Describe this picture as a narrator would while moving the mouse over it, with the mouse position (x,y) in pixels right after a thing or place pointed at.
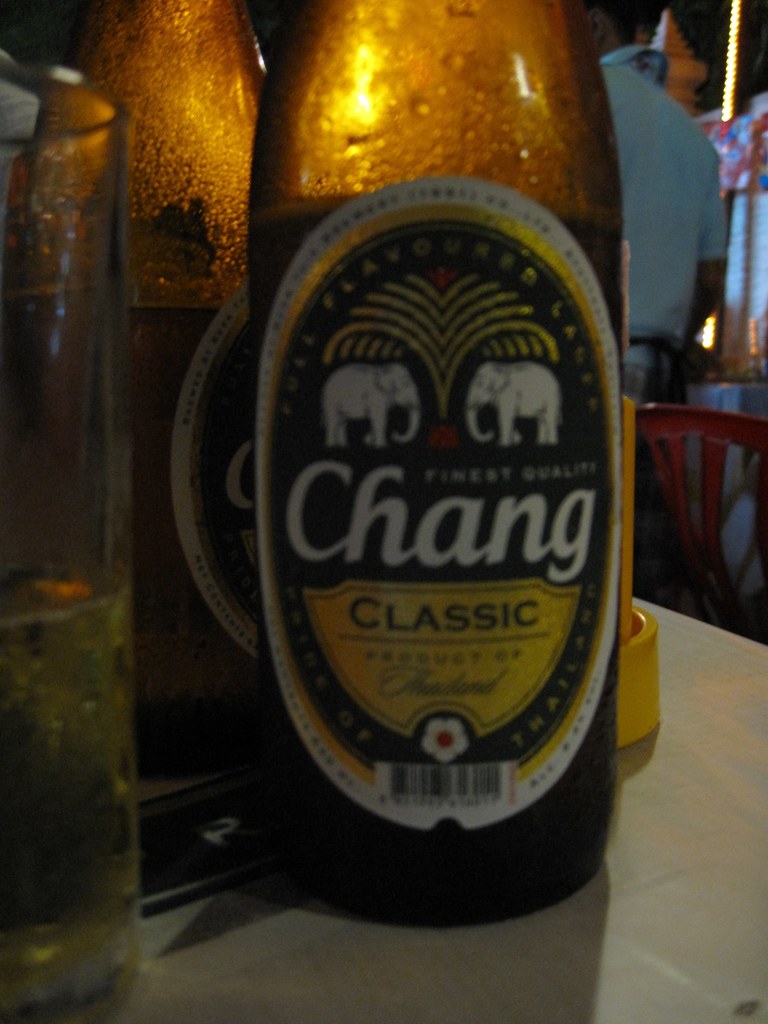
In this image I can see beer bottles (458,517) and glass of beer (33,468) on the table (483,927). In the background (672,465) there is a chair (661,475) and there are some other objects (743,386).
